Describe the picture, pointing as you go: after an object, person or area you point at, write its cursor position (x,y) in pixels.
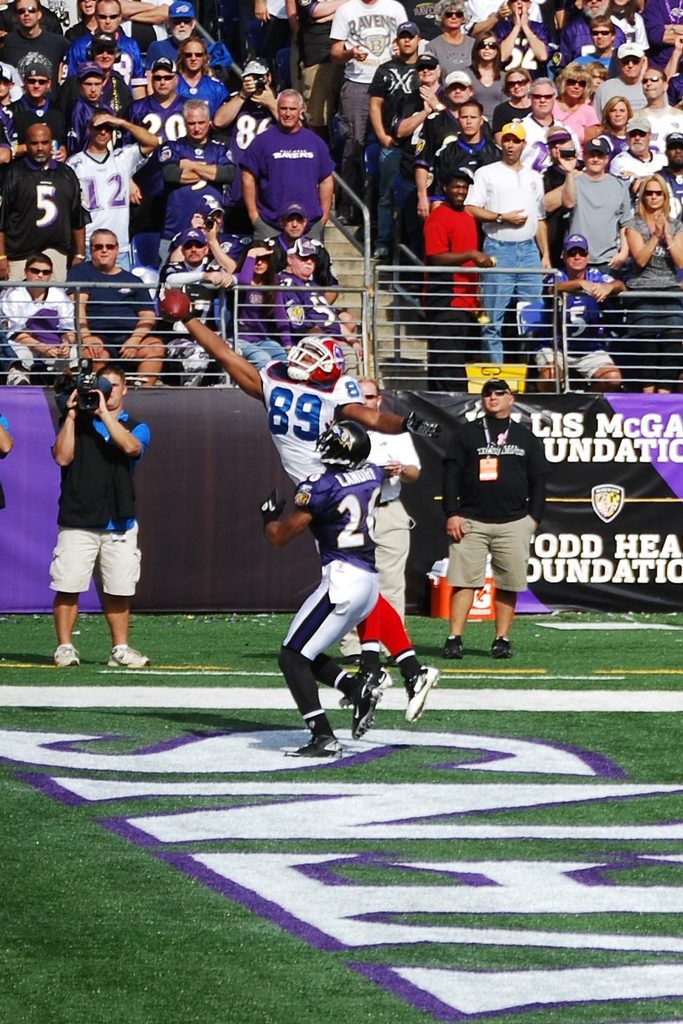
At the top of the image (507,174) we can see persons (315,180) standing on the stairs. At the bottom of the image (319,730) we can see persons (316,625) in the ground (288,708) and one of them is holding a camera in his hands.
